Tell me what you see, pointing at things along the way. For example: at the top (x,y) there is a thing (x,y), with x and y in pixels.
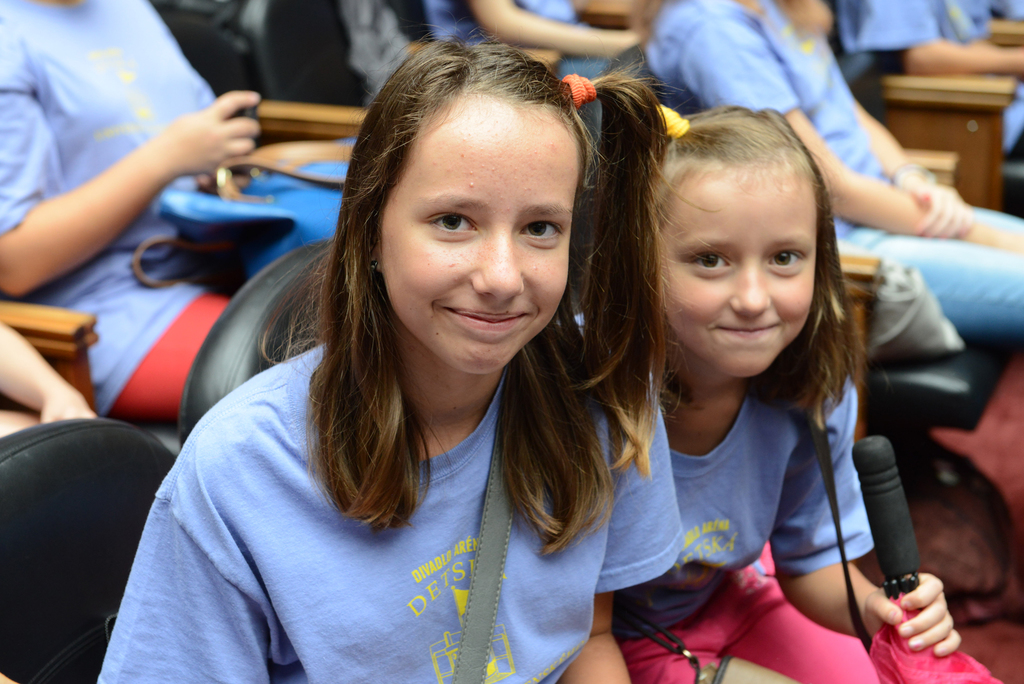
In this image we can see two girls (691,464) are sitting. They are wearing T-shirts (681,547). One girl (704,507) is holding an umbrella (931,683) in her hand (908,595). In the background (727,27), we can see so many people (710,34) are sitting on the chairs (220,75).
